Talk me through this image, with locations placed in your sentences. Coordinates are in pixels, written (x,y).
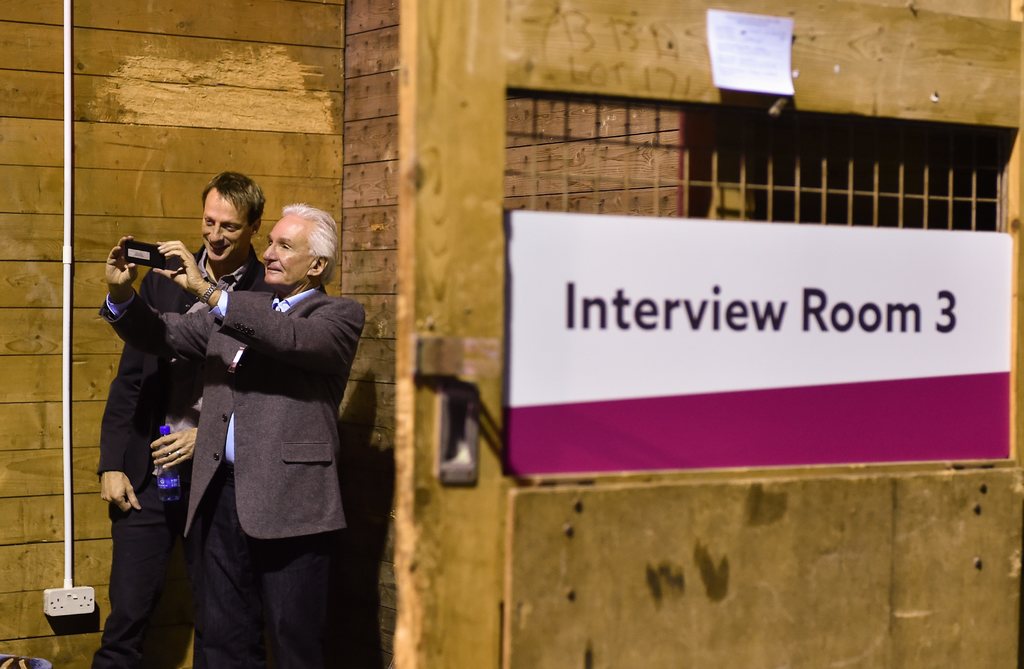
On the left side of the image (70,228) we can see a pipe (69,326), socket board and two men (223,432) are standing and wearing suits (251,353) and a man (172,275) is holding a mobile (157,261) and another man (171,419) is holding a bottle (167,468). On the right side of the image (863,262) we can see a door (525,528), mesh (742,188), paper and board (815,433). In the background of the image (35,216) we can see the wood wall (332,277).
